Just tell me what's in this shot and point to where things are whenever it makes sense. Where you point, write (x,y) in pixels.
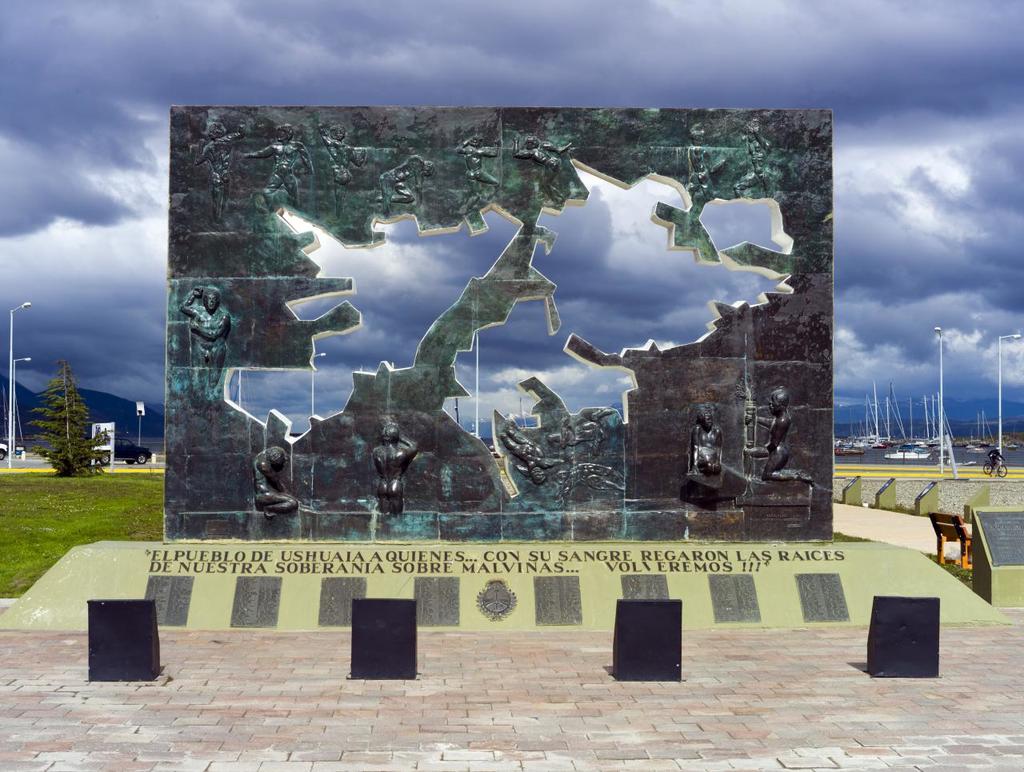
In this image we can see the mountains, one wall (459,541) with sculptures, some black objects (634,655) on the floor (959,681), some lights (10,384) with poles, two boards (99,447) with poles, some vehicles (141,458) on the road (35,458), some poles (946,440), some boats (978,449) on the water (882,457), one tree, some objects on the ground (90,488), some grass (142,500) on the ground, one person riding bicycle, in the background (144,395) there is the cloudy sky (437,65), some text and logo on the bottom of the wall (821,468).
